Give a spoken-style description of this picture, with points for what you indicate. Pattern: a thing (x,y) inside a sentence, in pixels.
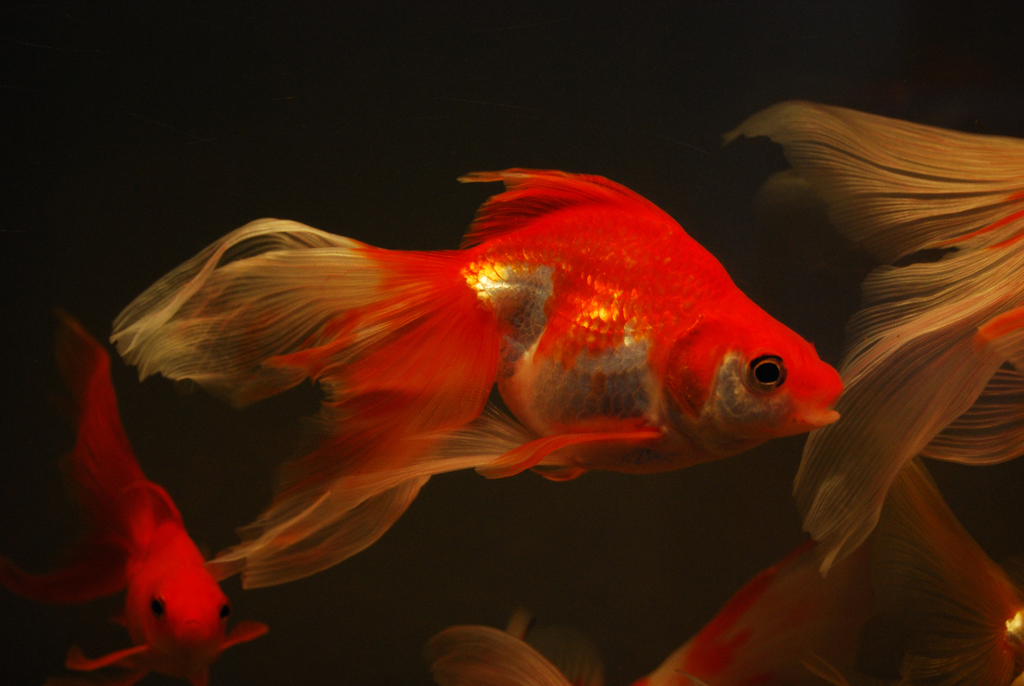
In this picture, we see the fishes (296,566) in orange color is swimming in the water (607,537). In the background (451,240), it is black in color. This picture might be clicked in the aquarium (187,466).
